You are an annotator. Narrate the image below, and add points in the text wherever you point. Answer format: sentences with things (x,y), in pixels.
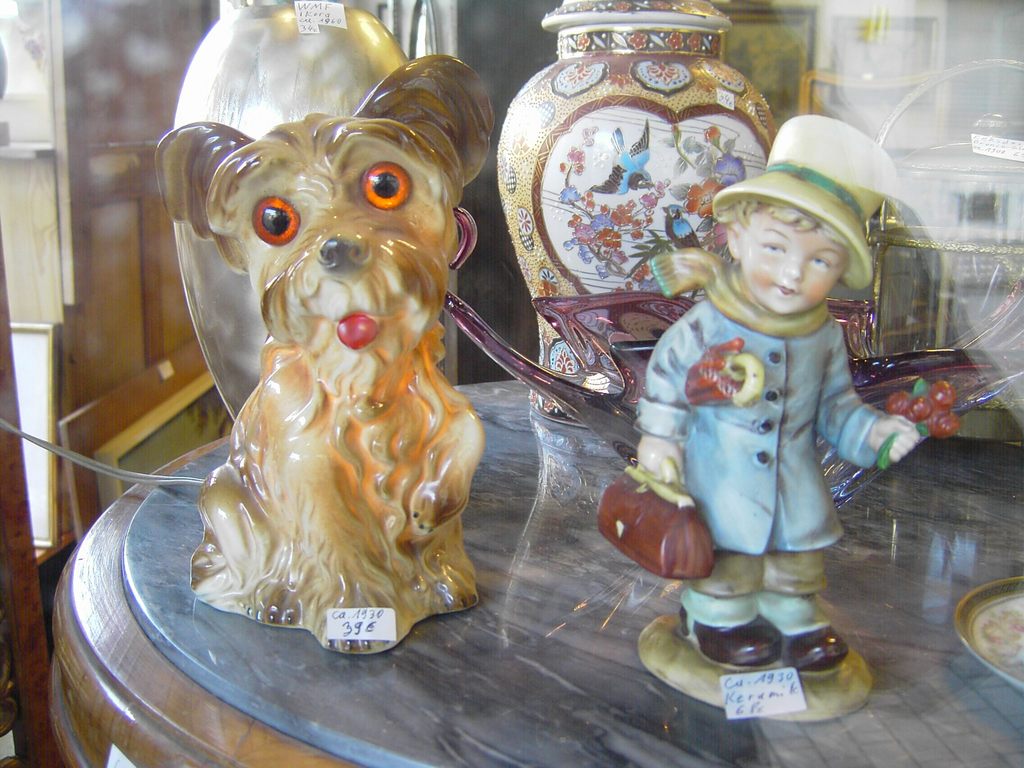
In this image there is a table (117,603) on which there are two ceramic toys (276,381), bowl (570,331) and two pots (561,47). In the background (124,176) there is a wooden wall (109,192). Below the wall (97,399) there is a photo frame (40,414).
